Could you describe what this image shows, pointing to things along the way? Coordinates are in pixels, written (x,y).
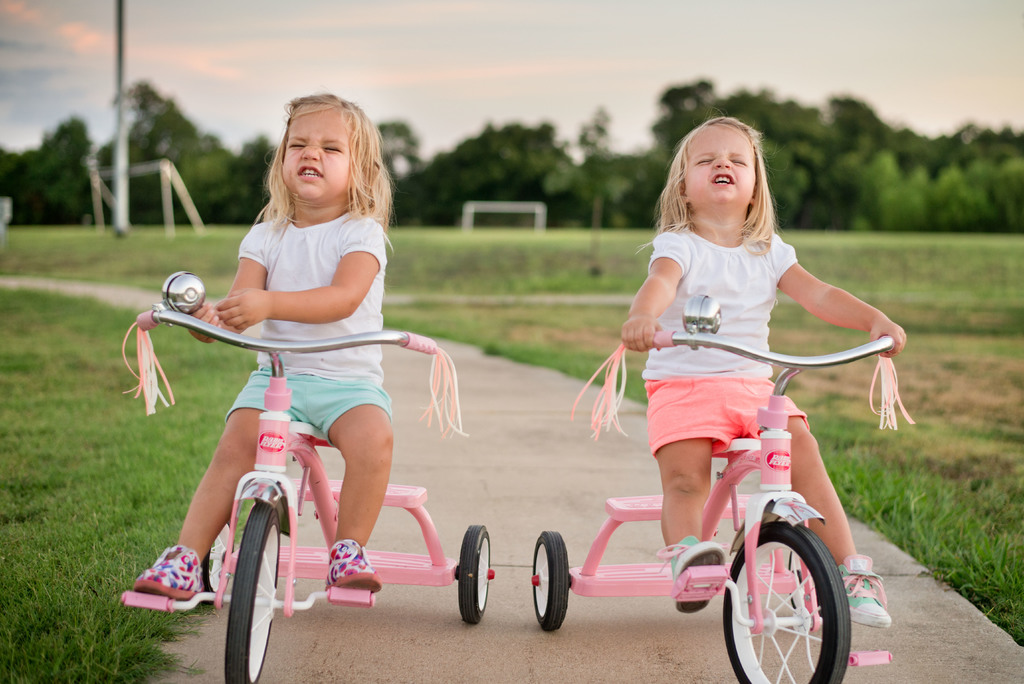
This two kids (361,276) are riding a bicycle (604,574). Far there are number of trees (186,160). This is grass (60,461) in green color.
